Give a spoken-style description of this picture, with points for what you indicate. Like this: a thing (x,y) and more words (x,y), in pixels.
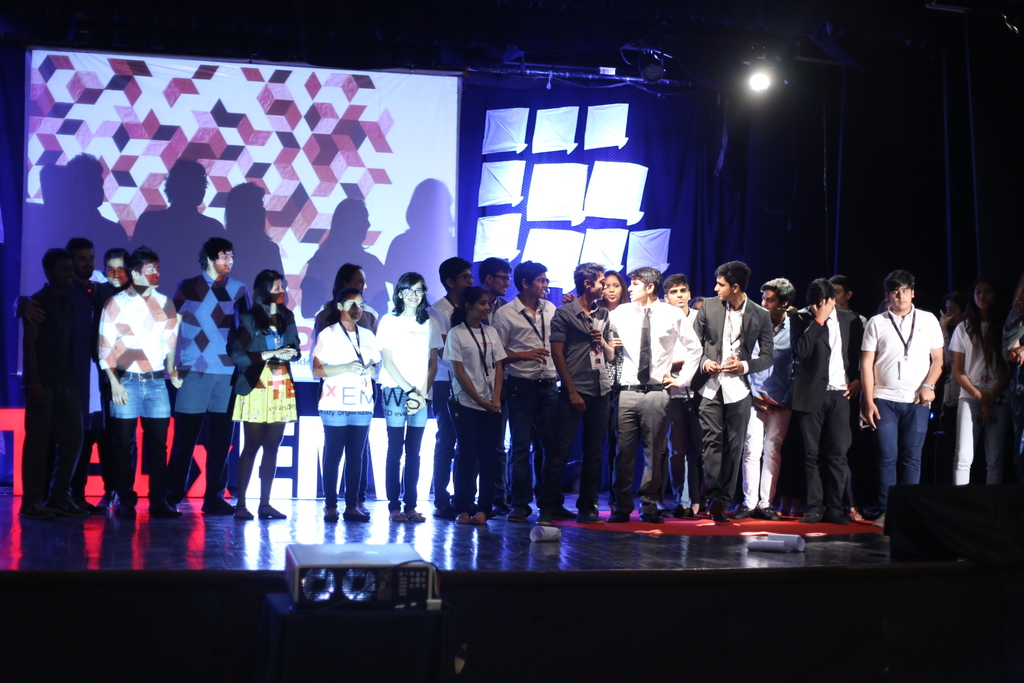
In this picture, we can see a group of people (477,477) standing on the stage (651,547) and on the stage (655,558) there are papers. In front of the people (391,442) there is a projector (350,564) and behind the people (901,398) there is a screen (417,172) and a light (755,80).
